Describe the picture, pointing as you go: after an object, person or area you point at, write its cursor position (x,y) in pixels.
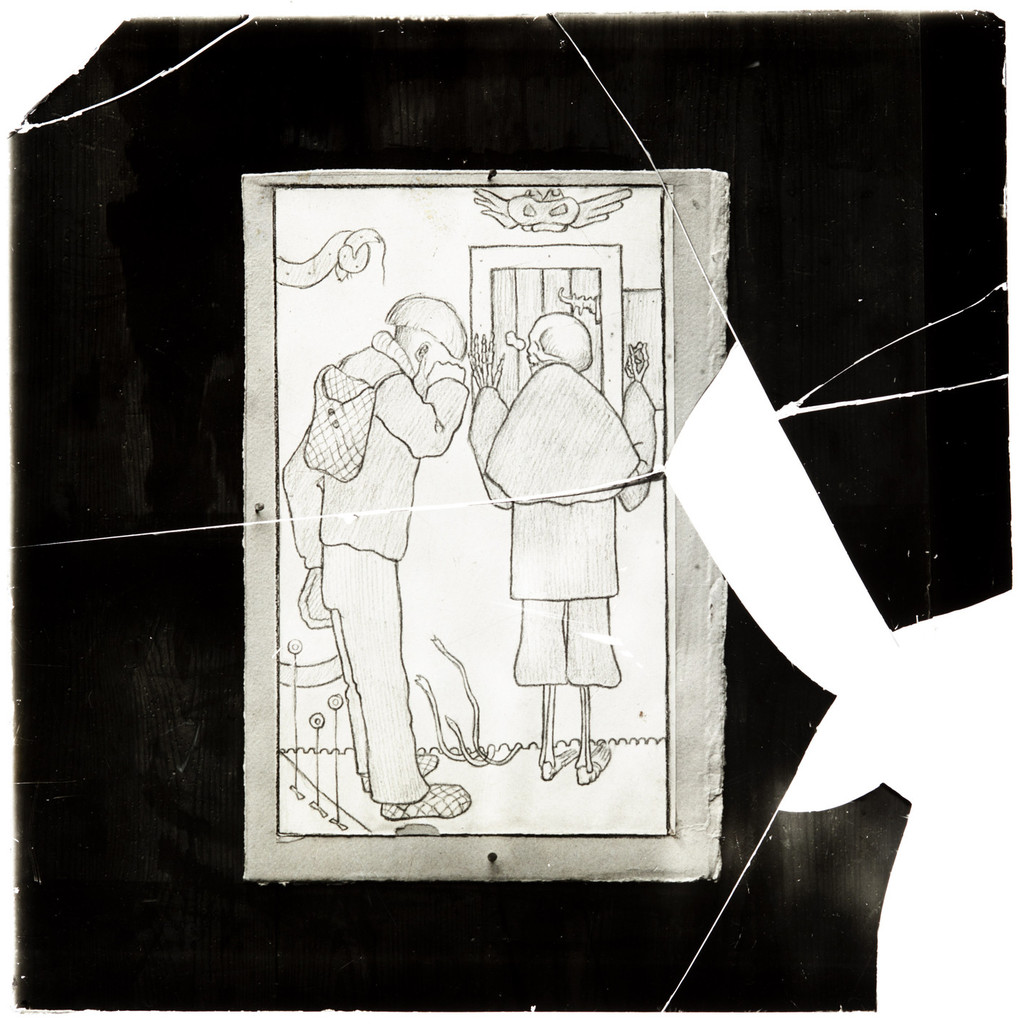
In this image we can see a photo frame (427,492), in that we can see persons drawing (393,497), and the background (131,669) is black and white in color.
